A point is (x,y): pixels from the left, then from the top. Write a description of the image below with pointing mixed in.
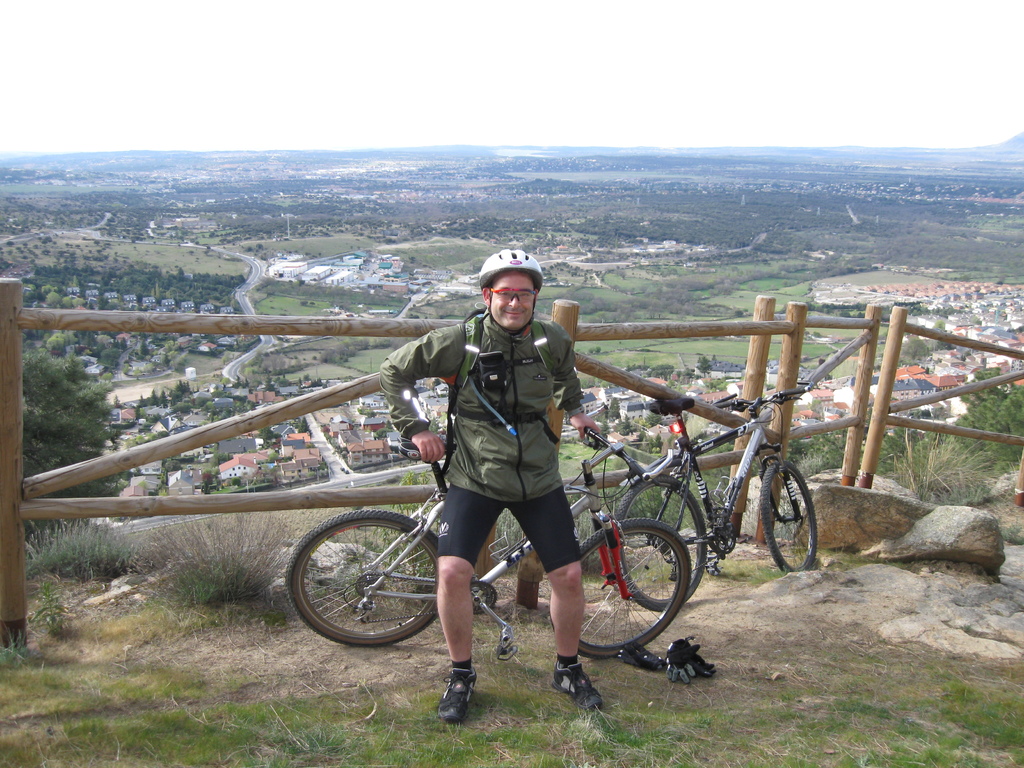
In this image I see a person (453,343) who is wearing a jacket (484,428) and shorts (478,503) and I see that he is also wearing shoes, shades (527,292) and a helmet (517,266) and I see that he is smiling and I see 2 cycles (692,442) and I see the gloves (654,664) over here and I see the grass (221,708), plants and rocks (976,604) over here. In the background (890,357) I see the wooden fencing (61,502), many houses (957,353), trees (220,281), road (97,228) and the sky (515,75).
